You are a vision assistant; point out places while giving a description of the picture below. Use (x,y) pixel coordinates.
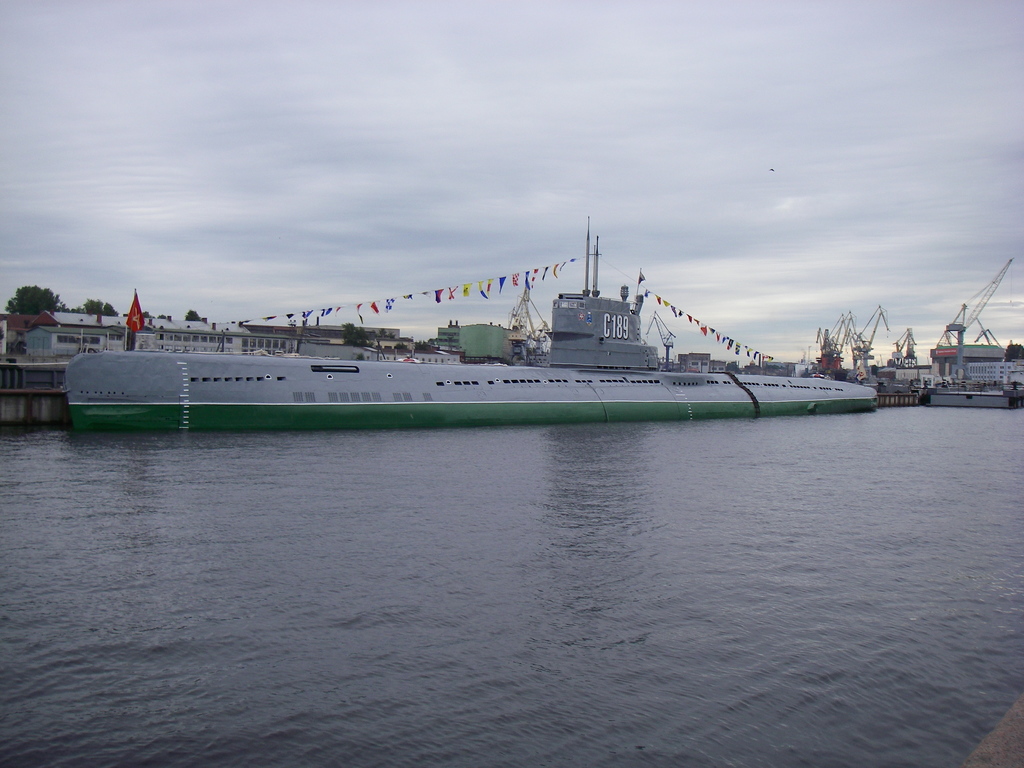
In this picture I can see there is a submarine (231,418) here on the water (768,440) and in the backdrop (319,335) there are trees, buildings (106,342) and the sky (153,294) is cloudy.
